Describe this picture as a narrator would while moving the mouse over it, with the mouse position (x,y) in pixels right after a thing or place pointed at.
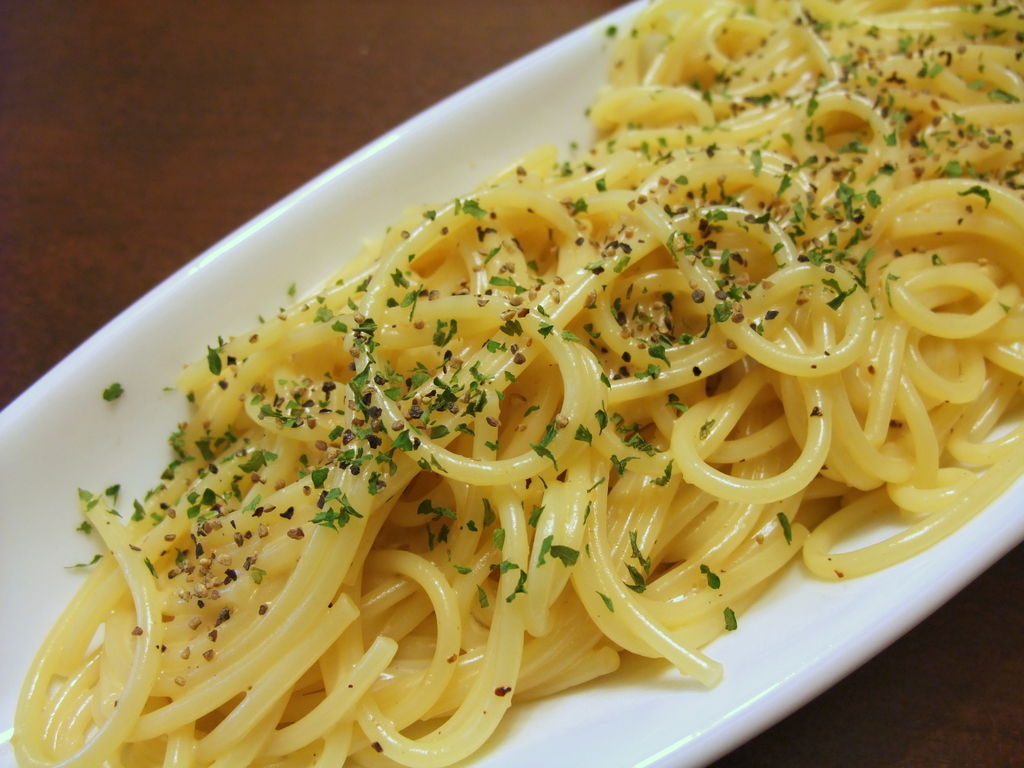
This is the plate (285,239), which contains spaghetti (494,650) with some seasoning (351,430) added to it. This plate (853,609) is white in color, which is placed on the table (190,103).
